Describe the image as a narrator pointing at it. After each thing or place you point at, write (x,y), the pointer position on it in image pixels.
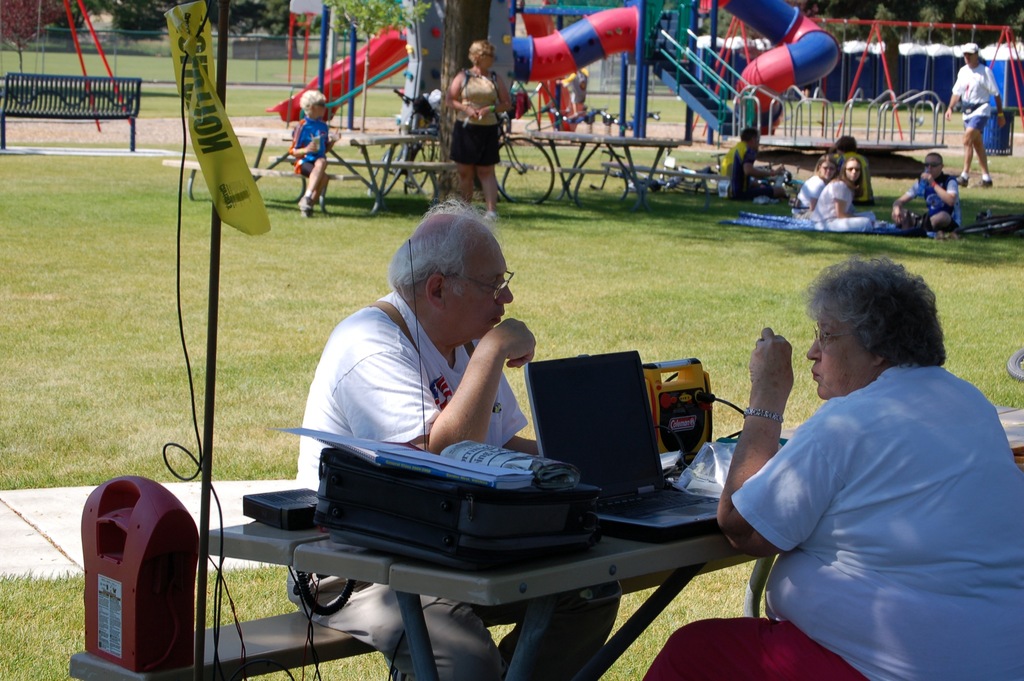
In this image I can see people (471,247) where few are sitting and few are standing. I can also see few bicycles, few benches (188,163), trees (447,14), grass ground (537,260), shadow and here I can see something is written. I can also see few park rides (613,38) in background (811,60).
